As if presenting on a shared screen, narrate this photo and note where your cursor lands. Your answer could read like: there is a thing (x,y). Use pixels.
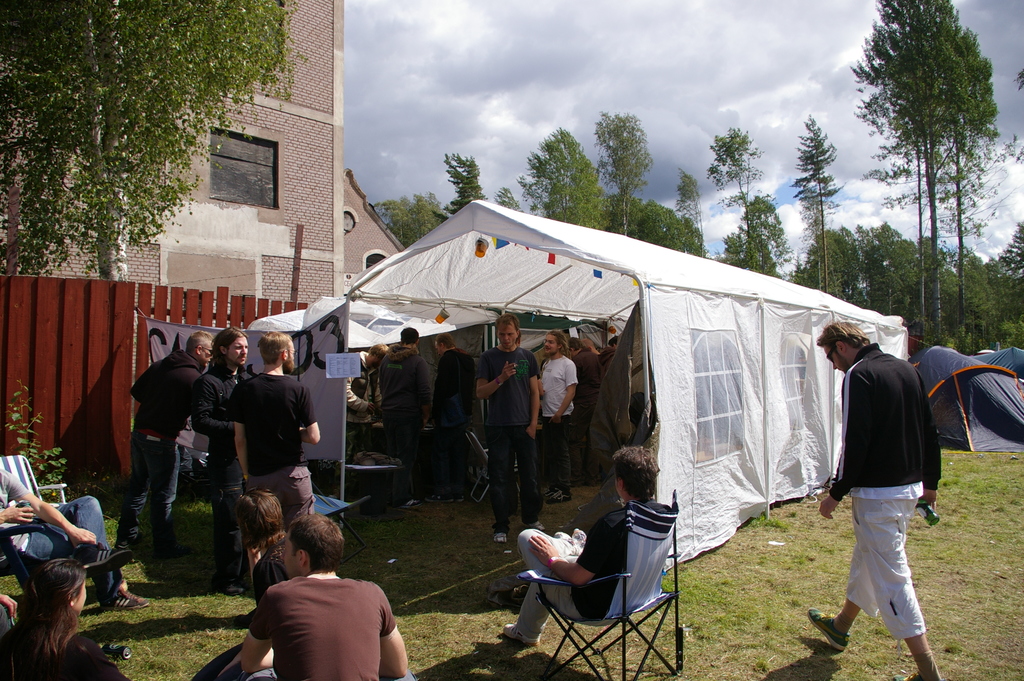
In this picture I can observe white color tent (688,293). There are some people (514,378) under the tent (430,317). I can observe some grass (687,579) on the ground (709,621). On the left side (237,241) I can observe wooden railing (158,294) and a building (277,199). There are some trees (629,203) and a sky (569,72) with some clouds (669,72) in the background (561,75).
